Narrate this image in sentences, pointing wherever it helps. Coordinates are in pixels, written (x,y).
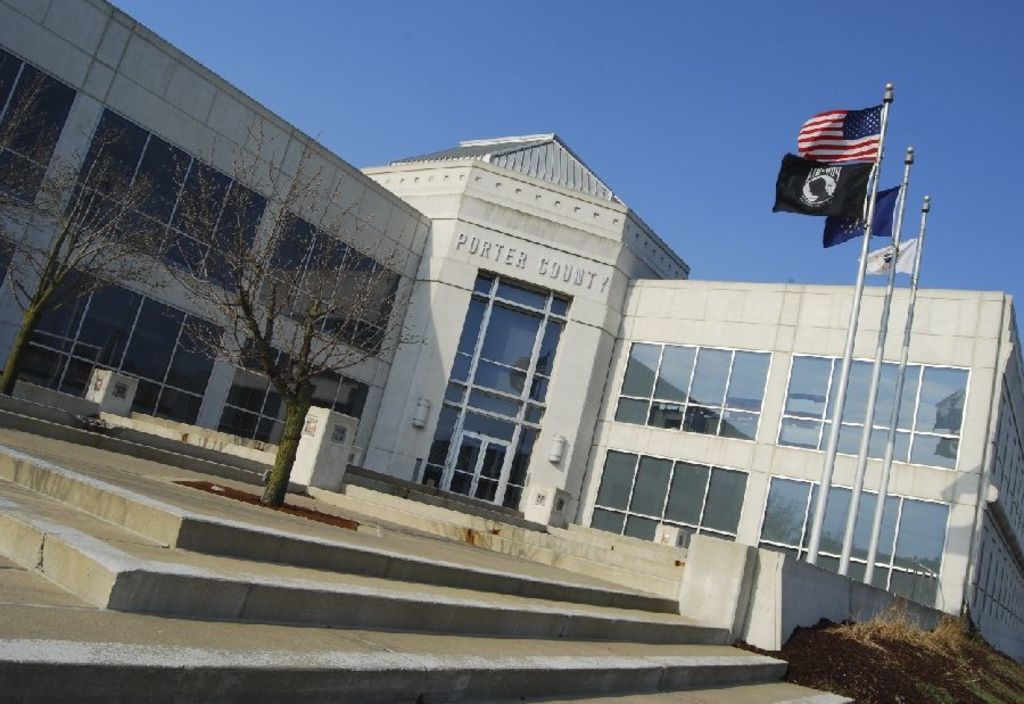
In this image in the background (431,321) there is a building (420,310) which is white in colour and there is some text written on the building (557,276). In front of the building (463,373) there are dry trees (305,379), there are flags (878,230), and there's grass (936,685) on the ground (958,687).
